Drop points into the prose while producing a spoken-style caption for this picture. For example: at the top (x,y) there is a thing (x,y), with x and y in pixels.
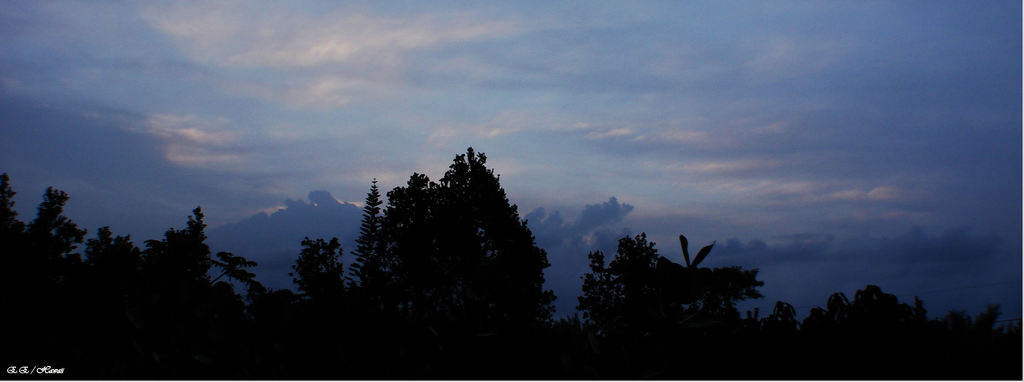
In this picture there are group of trees (413,269). The sky (696,183) is cloudy.
